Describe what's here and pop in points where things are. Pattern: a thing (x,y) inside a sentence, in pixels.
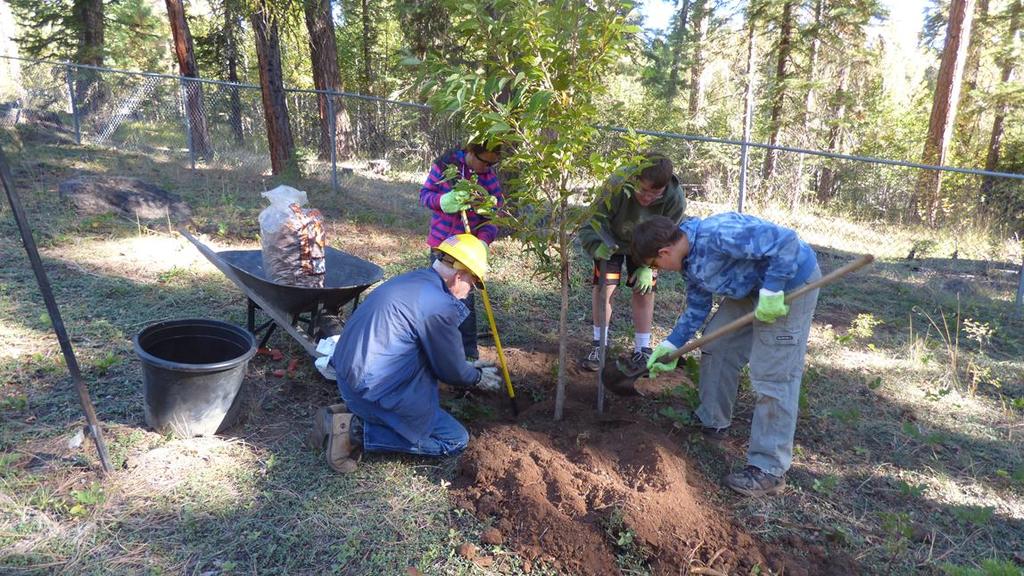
In the image there are four persons (714,275) digging soil (575,463) with shovels (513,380) and planting trees (535,172) on the grassland (121,173) with a trolley (315,290) behind them, in the back (885,155) there is a fence (873,159) with trees (715,99) behind it all over the place.
